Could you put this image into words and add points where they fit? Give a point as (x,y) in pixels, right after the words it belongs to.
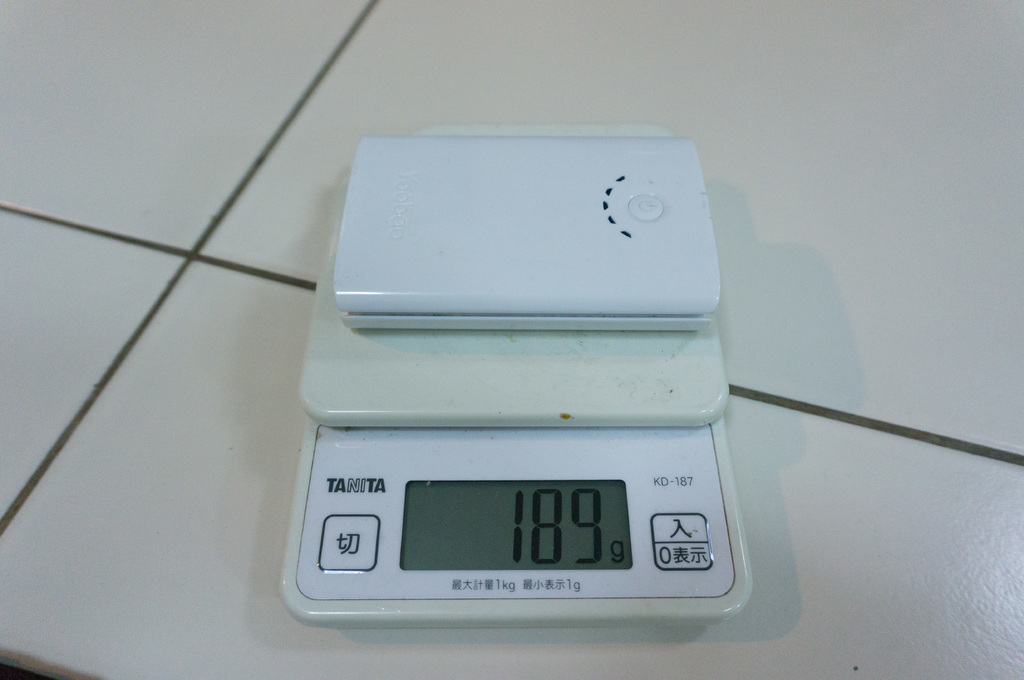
In the center of the image (535,388) we can see a kitchen weighing machine (535,414) placed on the surface (820,491).
